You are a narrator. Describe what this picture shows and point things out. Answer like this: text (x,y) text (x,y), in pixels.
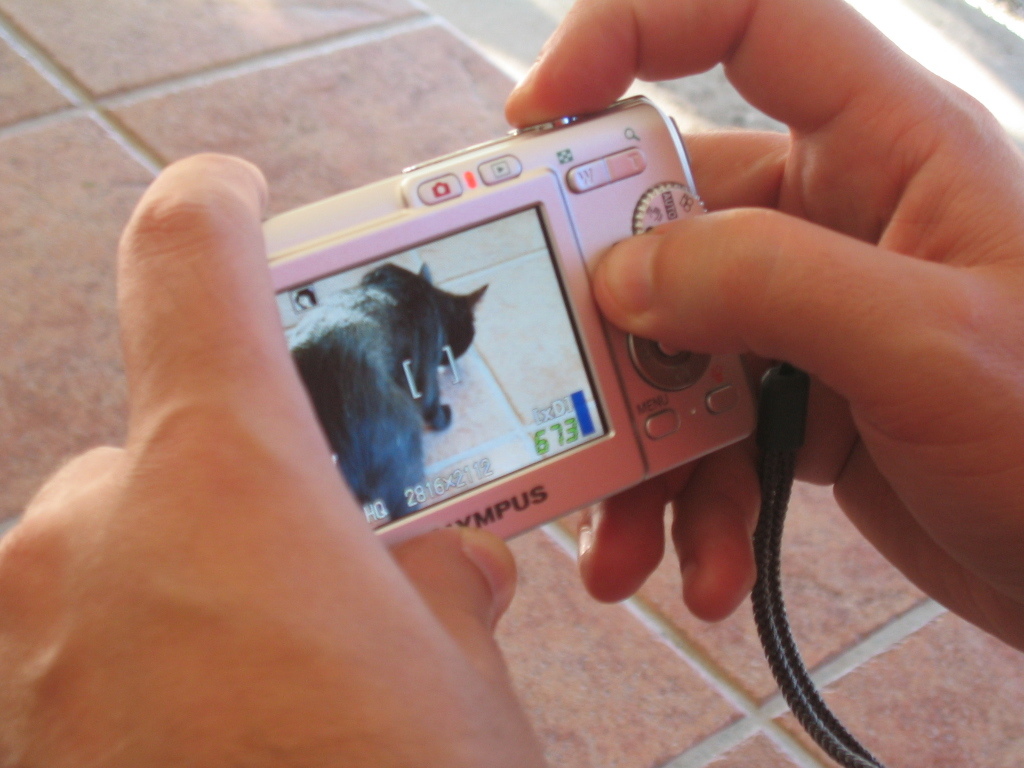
In this picture I can see hands (193,259) of a person (273,633) holding a camera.
